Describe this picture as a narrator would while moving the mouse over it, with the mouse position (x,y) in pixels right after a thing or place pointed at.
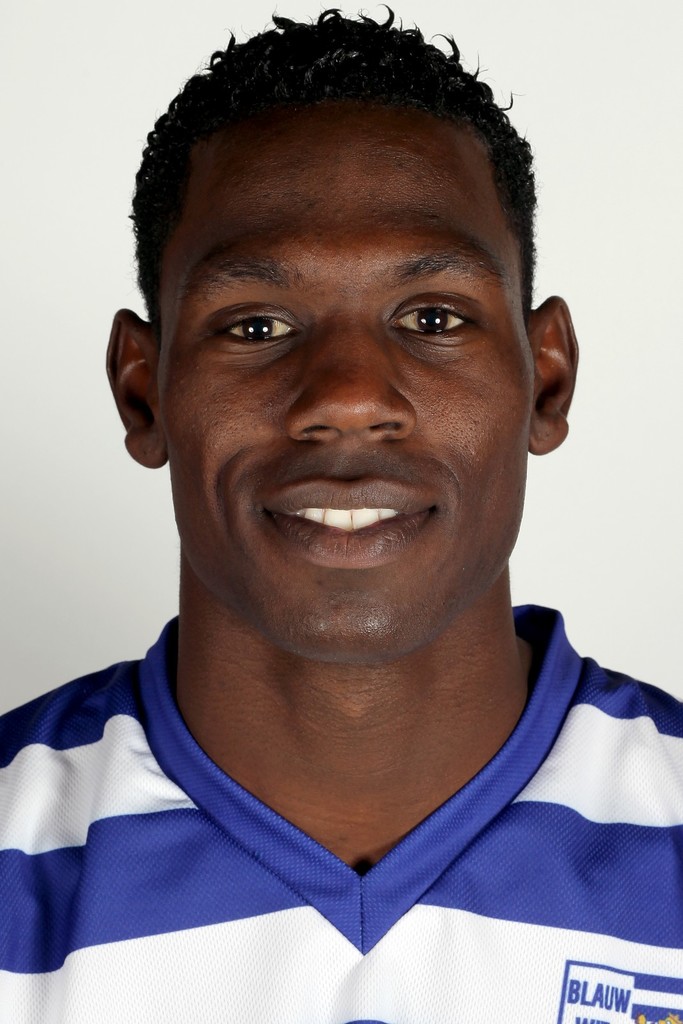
In this image we can see the photograph of a man (299,469). And we can see the white background (25,531).
